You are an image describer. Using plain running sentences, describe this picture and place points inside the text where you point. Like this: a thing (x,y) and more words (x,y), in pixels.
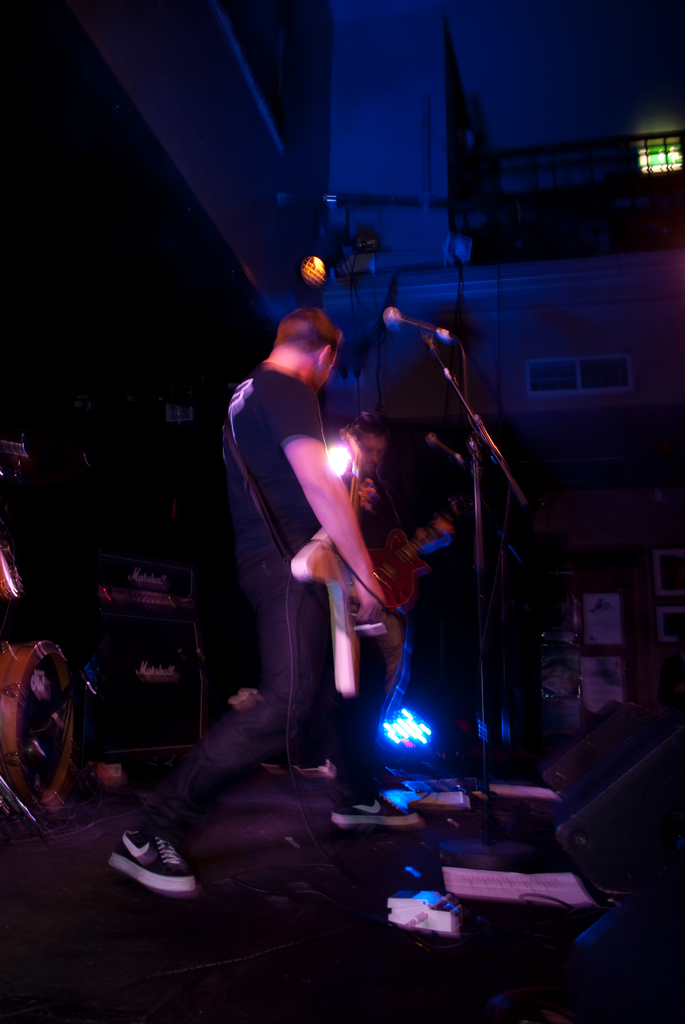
A man (275,420) is playing a guitar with a mic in front of him on a stage (267,989).
